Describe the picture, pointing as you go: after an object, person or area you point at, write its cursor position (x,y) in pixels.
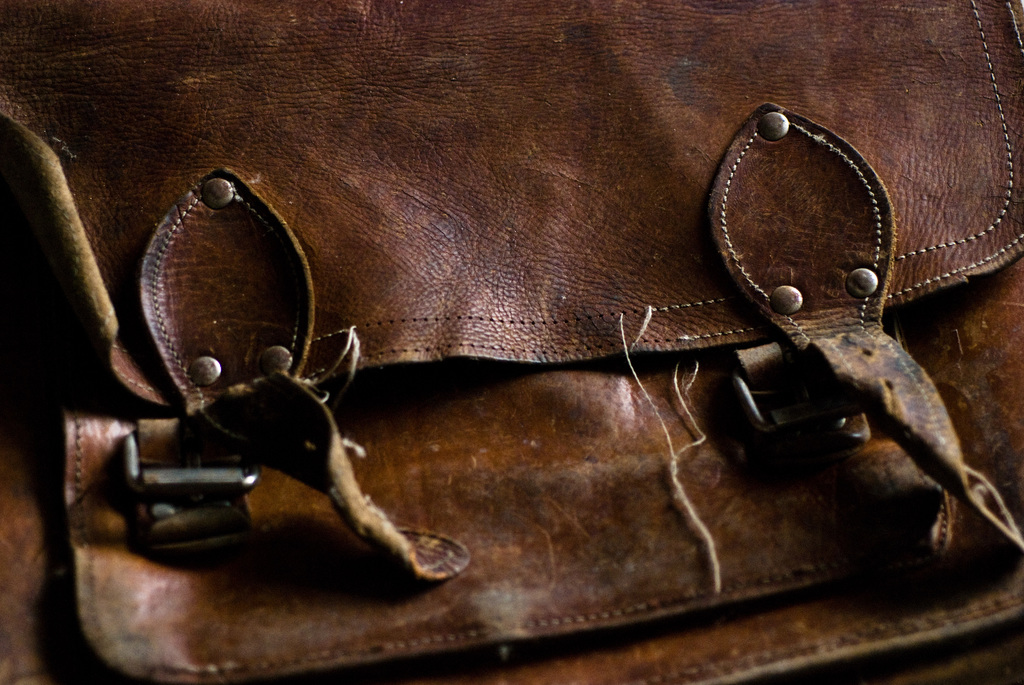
In this picture we can see a bag (682,284) which is in brown color.
